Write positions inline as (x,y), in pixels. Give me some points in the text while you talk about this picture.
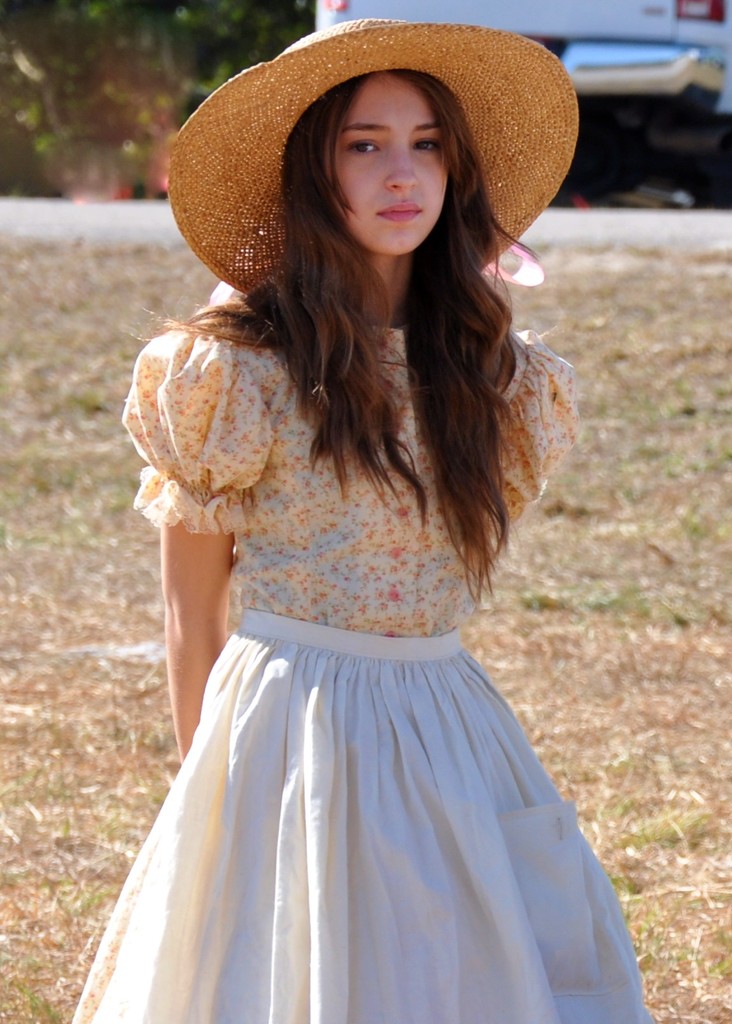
There is a lady (296,582) wearing a hat (209,124). In the back (661,31) there is a vehicle (632,39). Also it is blurred in the background (137,205).
